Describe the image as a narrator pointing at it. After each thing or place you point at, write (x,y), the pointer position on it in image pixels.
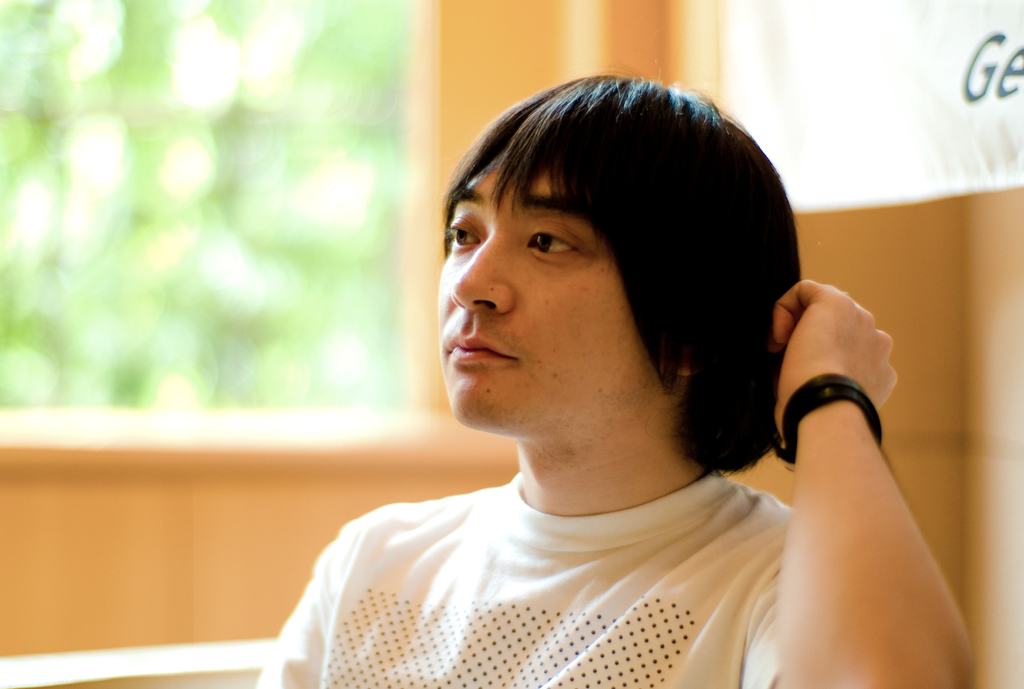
In this image we can see a person (576,506) sitting. In the background (819,111) there is a cloth (857,105) and a window (231,267).
